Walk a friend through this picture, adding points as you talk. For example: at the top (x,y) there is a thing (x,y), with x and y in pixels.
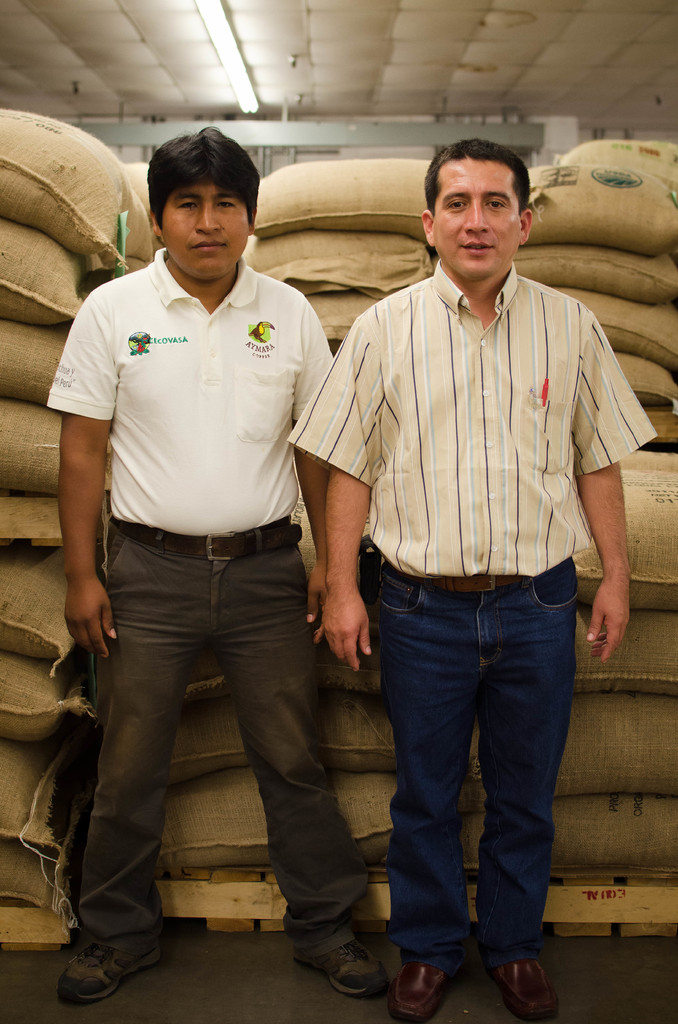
On the left side (224,431), there is a person (142,310) in white color t-shirt (249,413), not smiling and standing. Beside him, there is another person (402,339) in jean pant (499,621), smiling and standing. In the background (558,829), there are packets (567,184) arranged and there is a light (224,60) attached to the roof (495,14).
